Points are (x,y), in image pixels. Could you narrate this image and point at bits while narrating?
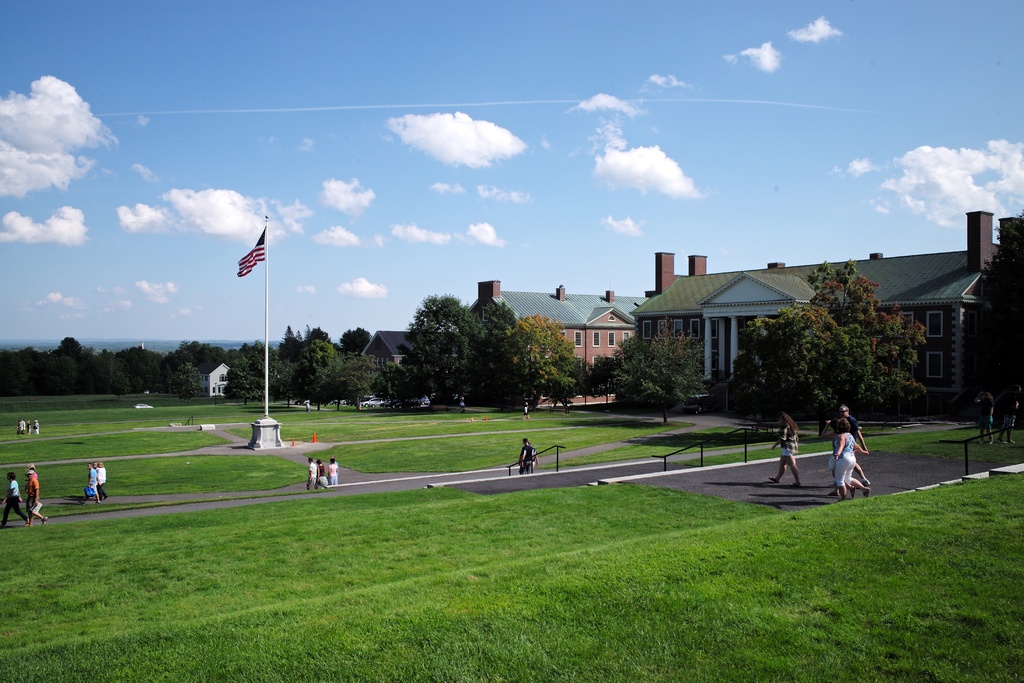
In this image there is a ground (217,537) on which there is a flag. On the right side (696,321) there are buildings (570,307). At the top (318,95) there is sky (315,91). There are trees (282,377) around the ground (352,554). On the ground (397,591) there are few people (35,489) walking on it.
